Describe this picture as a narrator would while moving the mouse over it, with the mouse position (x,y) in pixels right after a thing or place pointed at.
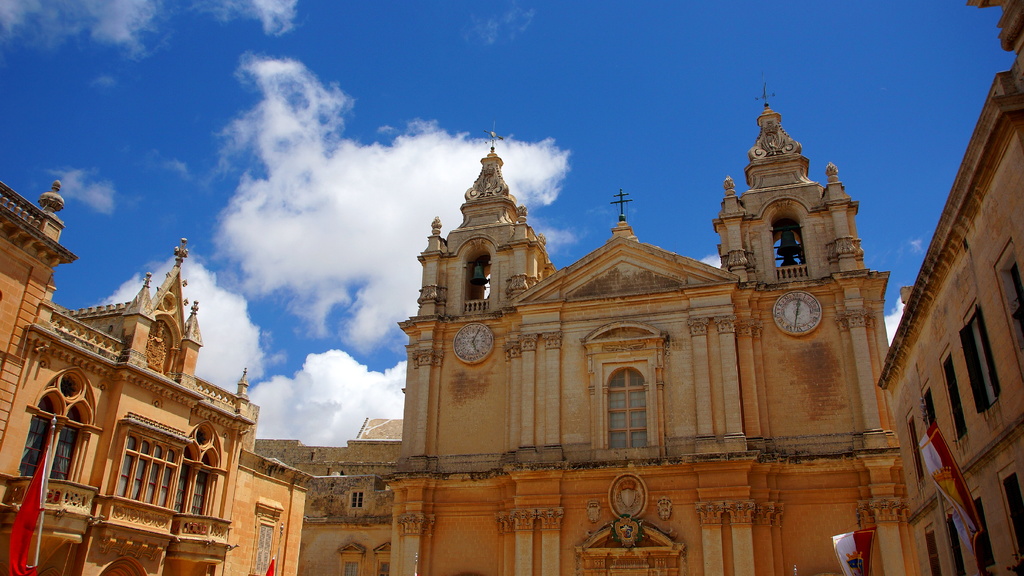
We can see buildings (73,523), flags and we can see clocks (477,330) on this buildings (768,373) and bells (791,239). In the background (305,243) we can see sky (295,265) with clouds (294,409).
